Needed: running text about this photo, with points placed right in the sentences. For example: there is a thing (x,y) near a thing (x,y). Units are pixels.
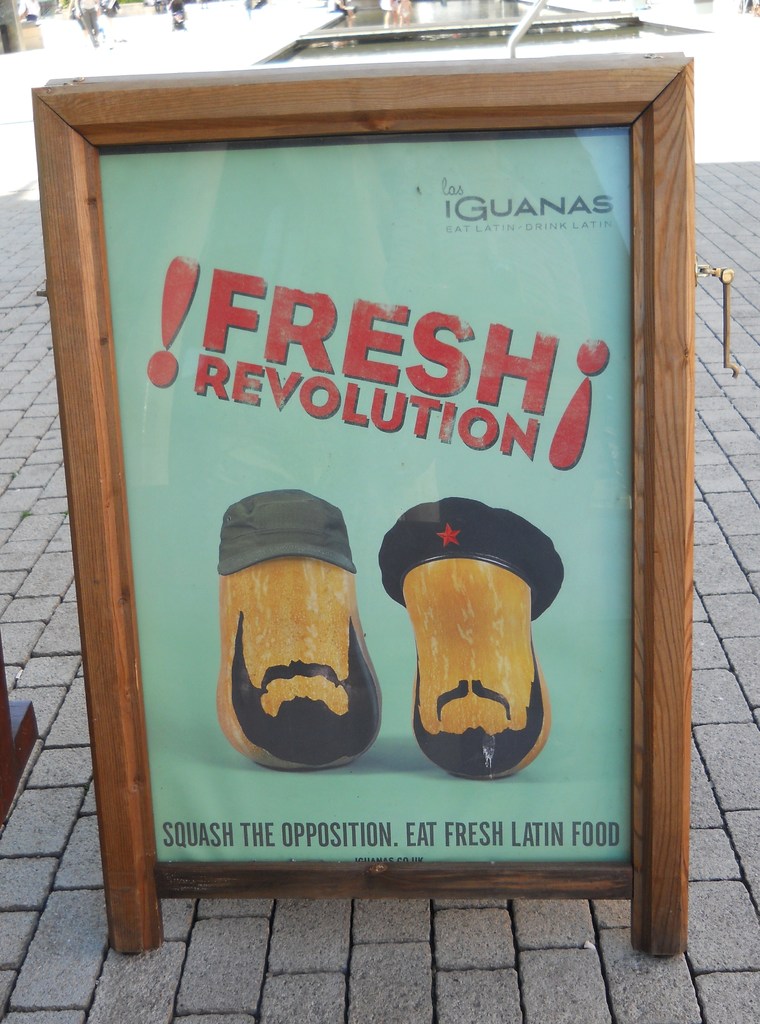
There is a hoarding (466,73) on the footpath (509,966). In the background (31,17), there are other objects (592,29).
